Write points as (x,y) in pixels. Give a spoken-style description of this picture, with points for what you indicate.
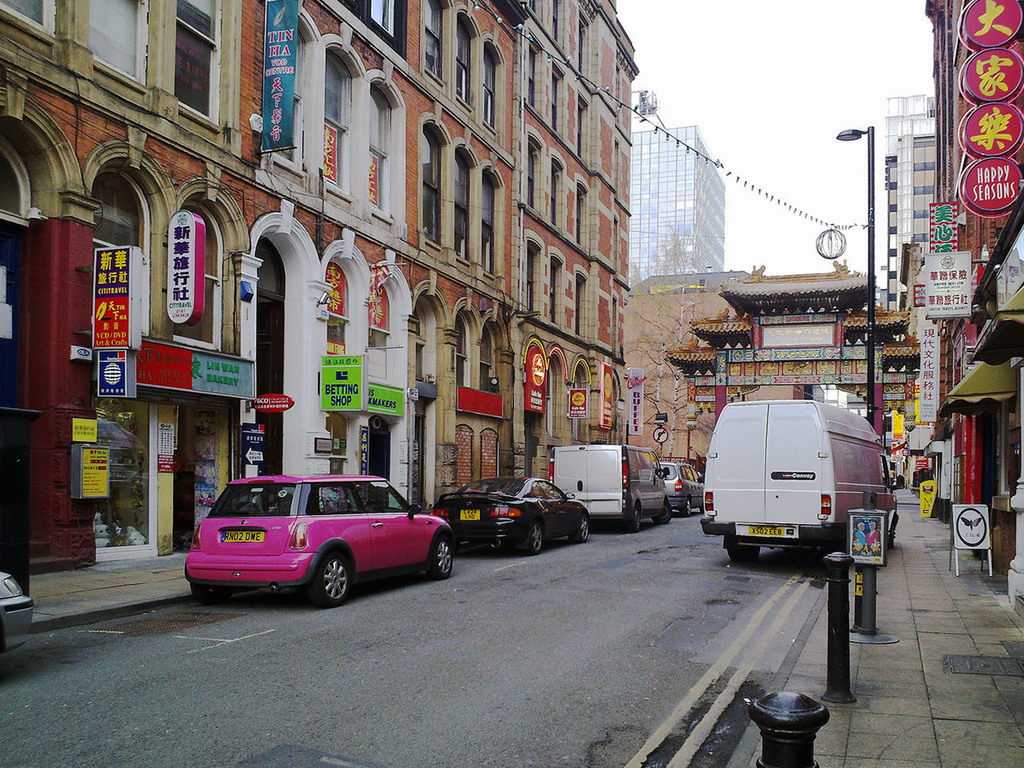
On the left side (322,507), there are vehicles (853,481) on the road (279,675) and there are hoardings (609,388) attached to a building (383,238) which is having glass windows (487,51). On the right side (992,576), there is a footpath (900,516), on which there are small poles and there are hoardings (948,222) attached to the buildings (1013,452). In the background (910,112), there are buildings (921,135) and there are clouds (723,23) in the sky (708,18).
